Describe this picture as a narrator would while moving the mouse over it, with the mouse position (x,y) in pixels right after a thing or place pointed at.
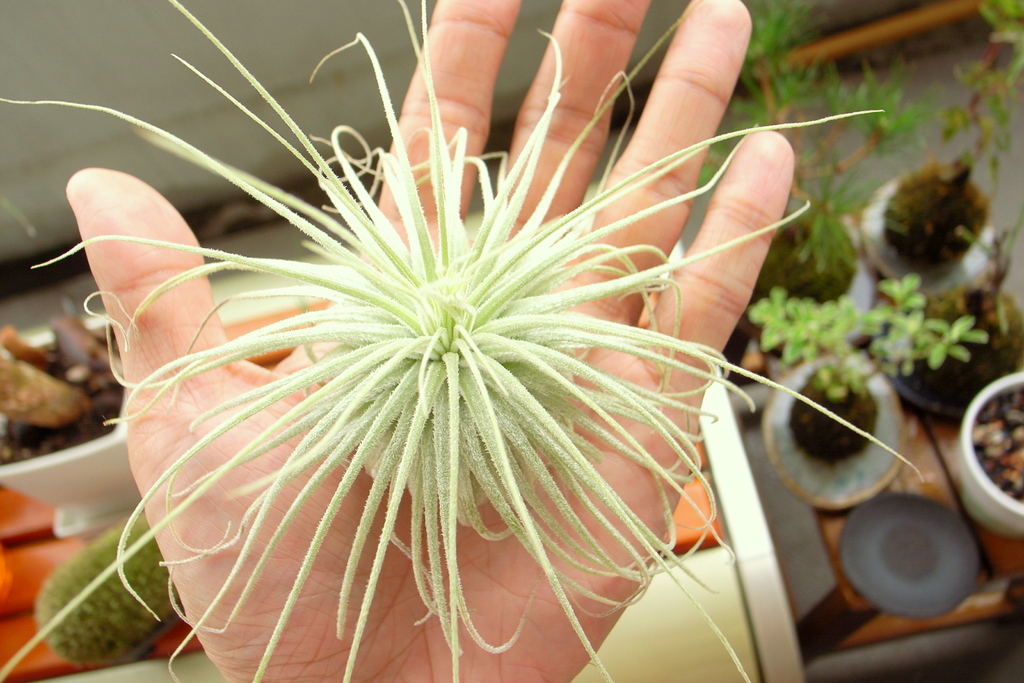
In this image there is a human hand (690,97). There is an object (441,316) in the hand (778,201). There are some pots (845,383). There is a table (947,442). There are some containers (101,504) on the left side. There is a wall (202,129).
